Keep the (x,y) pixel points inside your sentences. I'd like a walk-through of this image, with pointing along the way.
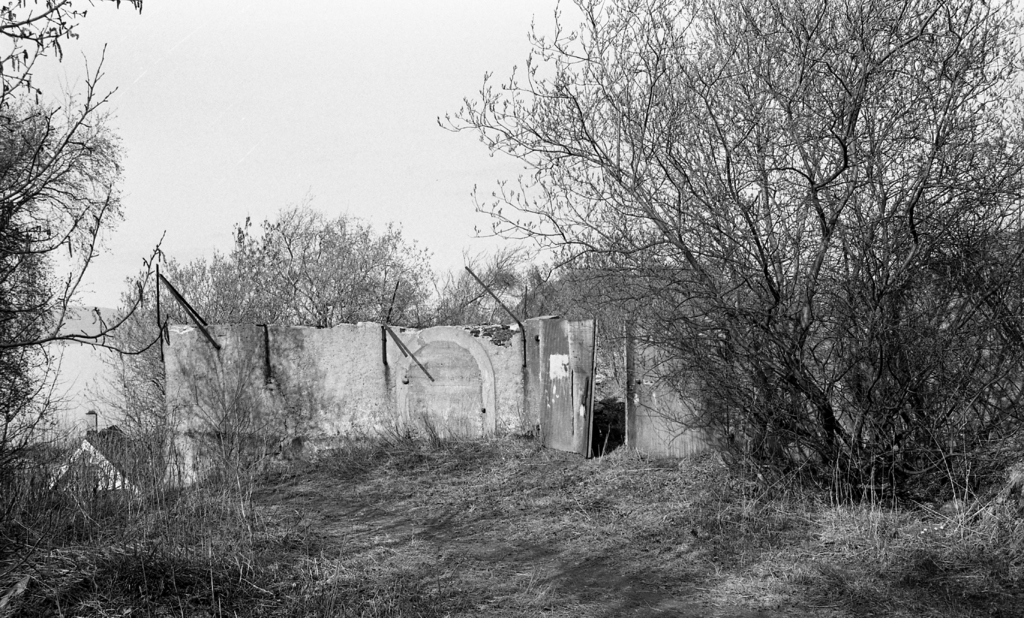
This is a black and white image. In this image, on the right side (873,209), we can see some trees (874,219). On the left side (300,277), we can also see some trees (57,450). In the background (219,414), we can see a wall (456,376) and a door (559,343) which is opened. In the background (441,161), we can see a sky (454,100), at the bottom (481,465), we can see a land (481,465) and a grass (713,475).
